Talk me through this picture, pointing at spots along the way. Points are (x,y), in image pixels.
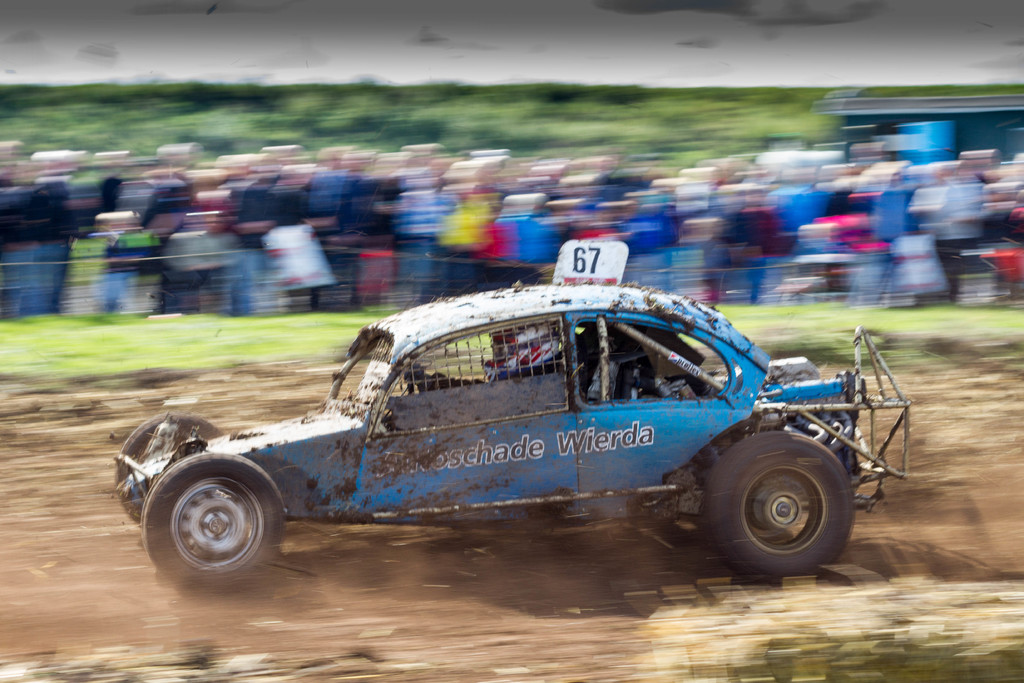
In this image we can see a car (606,438) which is blue in color and a person (498,355) is driving a car (475,392). The background of the image (117,220) is in a blur.
